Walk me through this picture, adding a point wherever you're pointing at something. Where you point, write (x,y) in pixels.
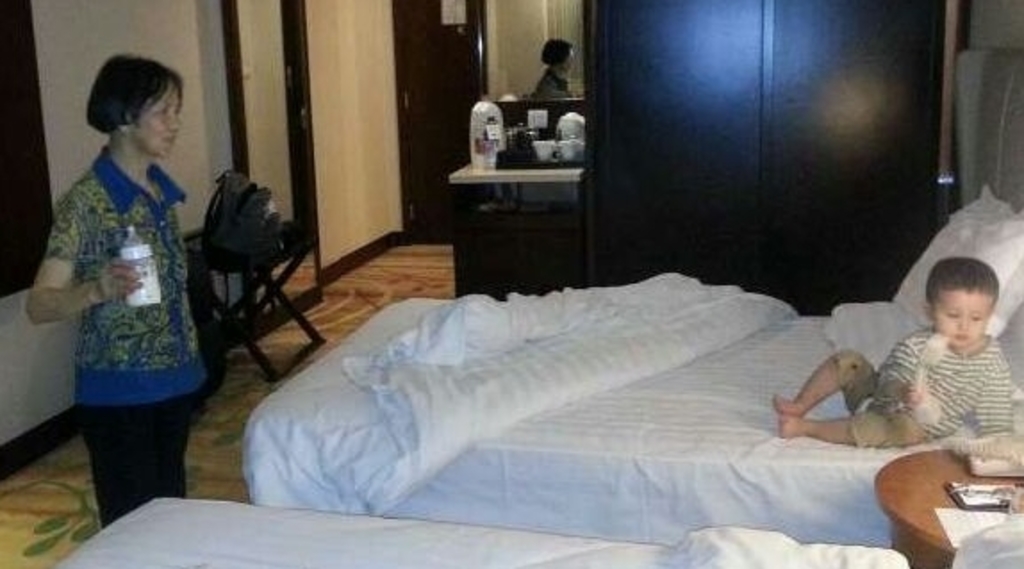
In this picture i could see a woman (129,346) holding a milk bottle (138,278) in her right hand (134,281) and a kid (914,412) playing on the bed (761,371) which is white in color and there is small center piece table (907,481). On table (906,498) there are papers (972,521) pens (985,504) and telephone (983,456) in the background (752,99) i can see the cabinets (724,111) which are dark brown in color and a mirror (545,62) and yellow color wall (318,90).
